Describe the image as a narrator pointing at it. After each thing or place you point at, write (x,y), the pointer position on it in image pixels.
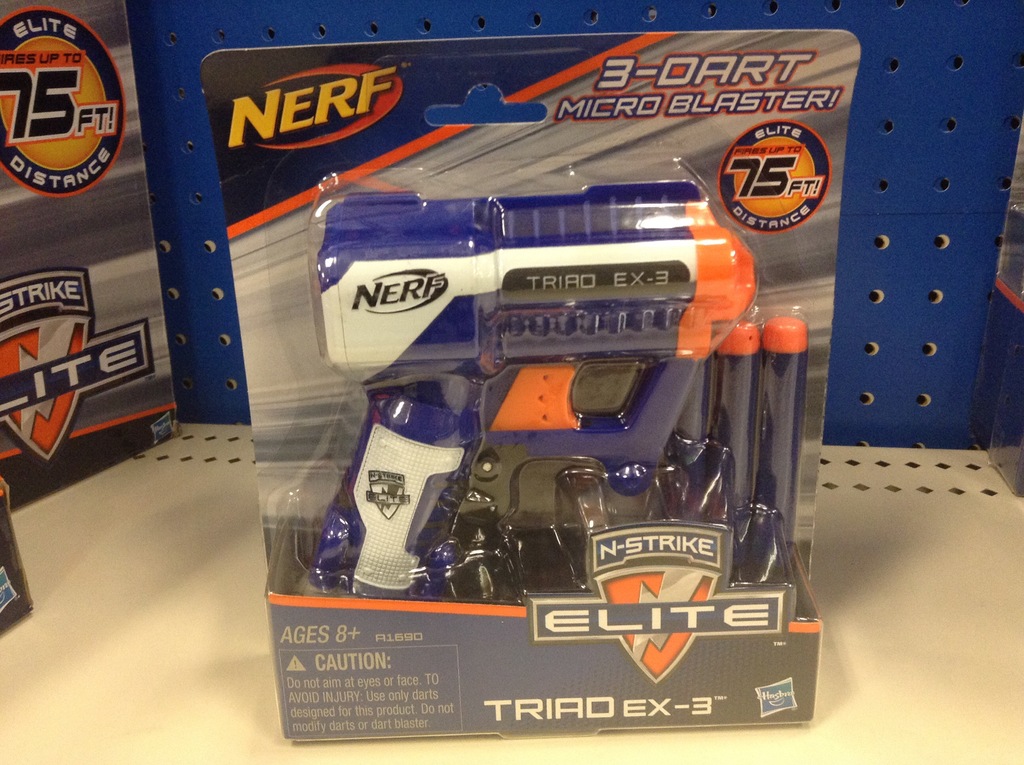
At the bottom of the shelf (152,669). In the background (153,57) there is a blue pegboard (153,196). In the middle of the image (467,420) there is a toy (585,274) in the packet (495,218) and there is a text (368,89) on the packet (662,477). On the left side of the image (51,247) there is a board (83,261) with a text (74,280) on it.
